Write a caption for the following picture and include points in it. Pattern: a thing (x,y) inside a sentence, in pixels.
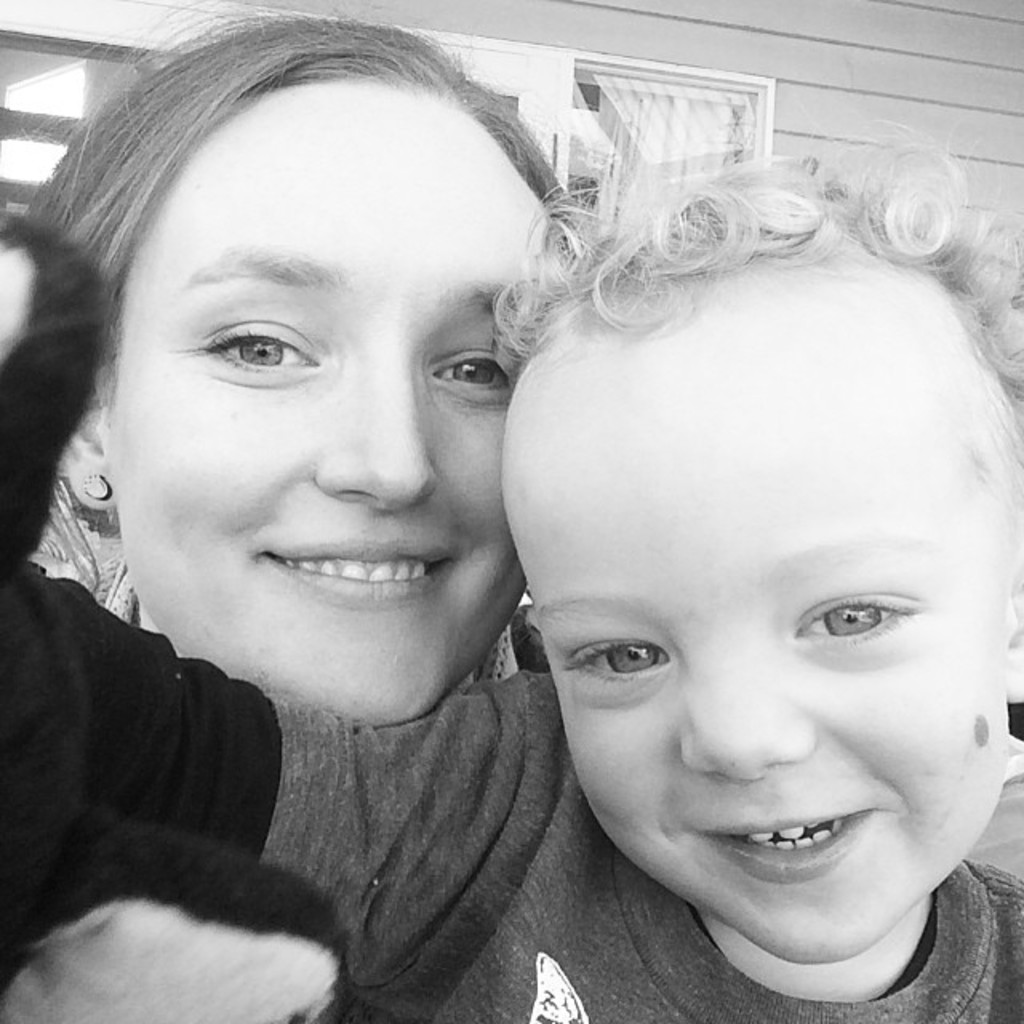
In this picture we can see a boy (560,884) and a woman (202,507) smiling. There is a building (814,79) in the background (933,70).
